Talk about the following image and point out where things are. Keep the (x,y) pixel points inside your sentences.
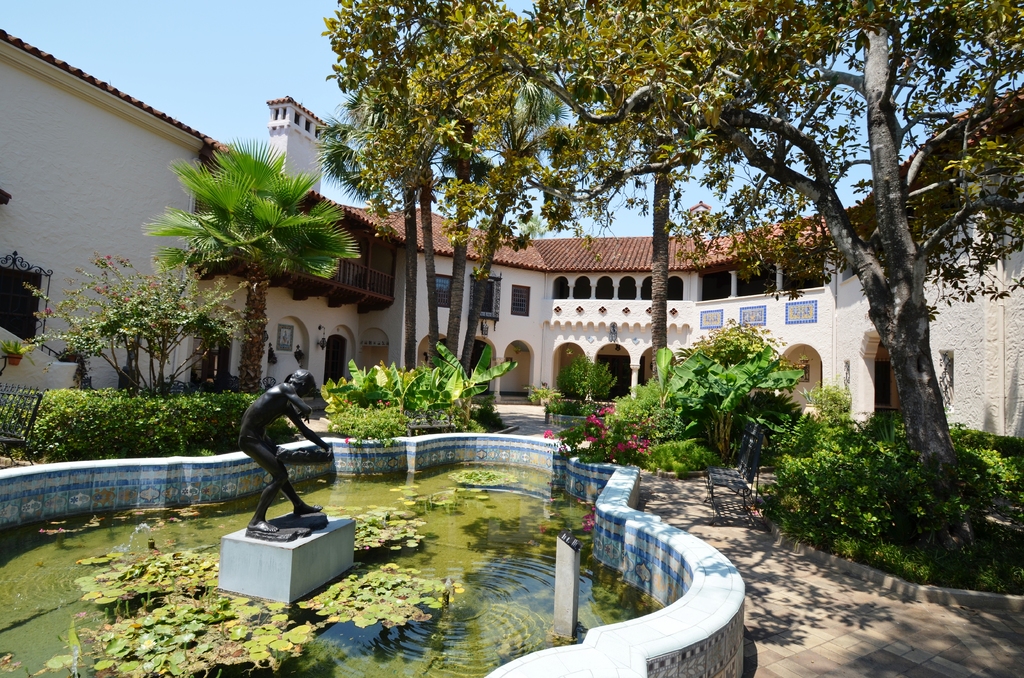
In this image, we can see a house (326,299), pillars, walls (45,371), windows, railings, trees (462,267), plants (85,441), bench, statue (317,461), water fountains (342,504). Background (154,12) there is a sky (88,45).
